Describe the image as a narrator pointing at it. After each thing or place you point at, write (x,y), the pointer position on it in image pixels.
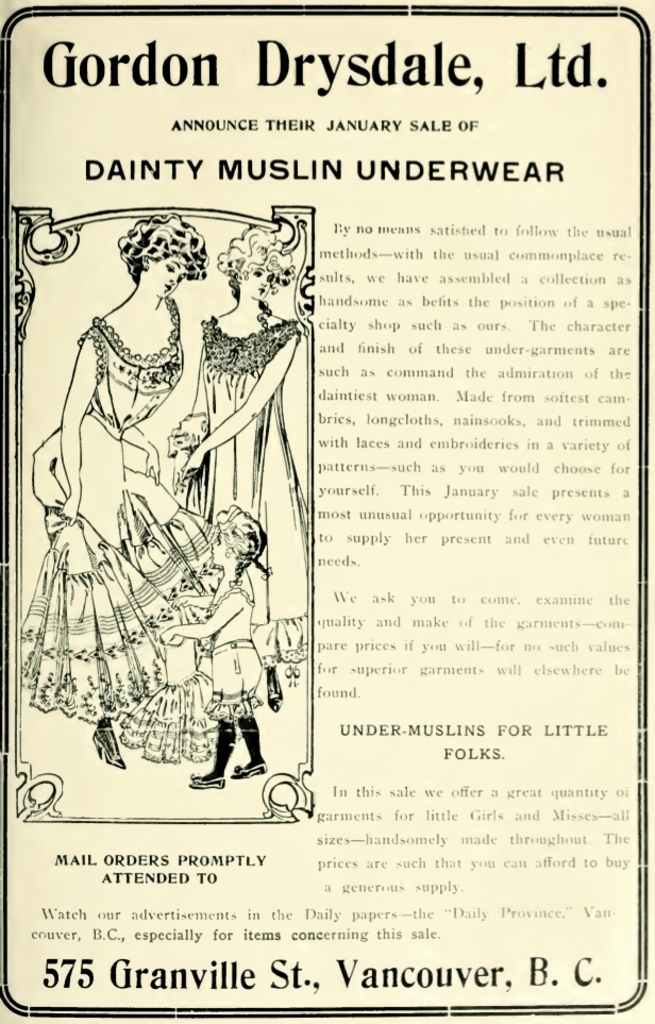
In the image there is a poster (210,611). On the poster (210,611) there are images (243,604) of two ladies (221,352) and one baby (216,619). And there is text (445,443) on it.
